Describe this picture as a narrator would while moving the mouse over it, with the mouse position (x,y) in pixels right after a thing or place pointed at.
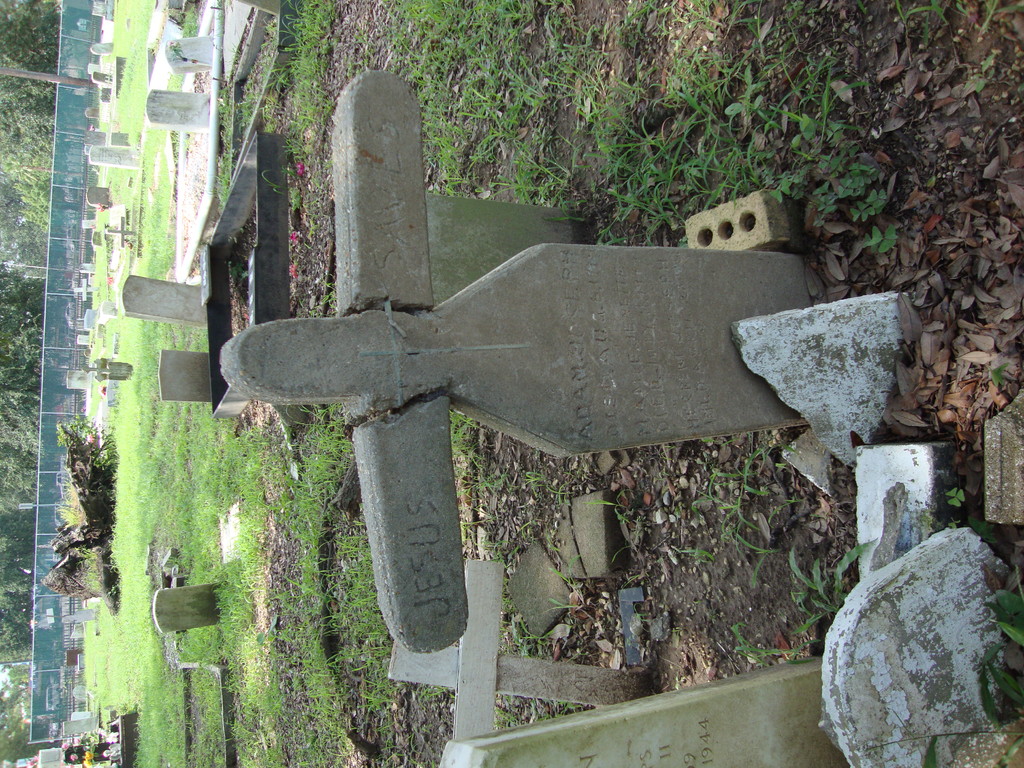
In the center of the image (470,359) we can see gravestone (565,310), grass (203,409), dry leaves (903,433), stones (932,630) are there. On the left side of the image (48,306) we can see mesh (74,190), trees (32,132) are present.
